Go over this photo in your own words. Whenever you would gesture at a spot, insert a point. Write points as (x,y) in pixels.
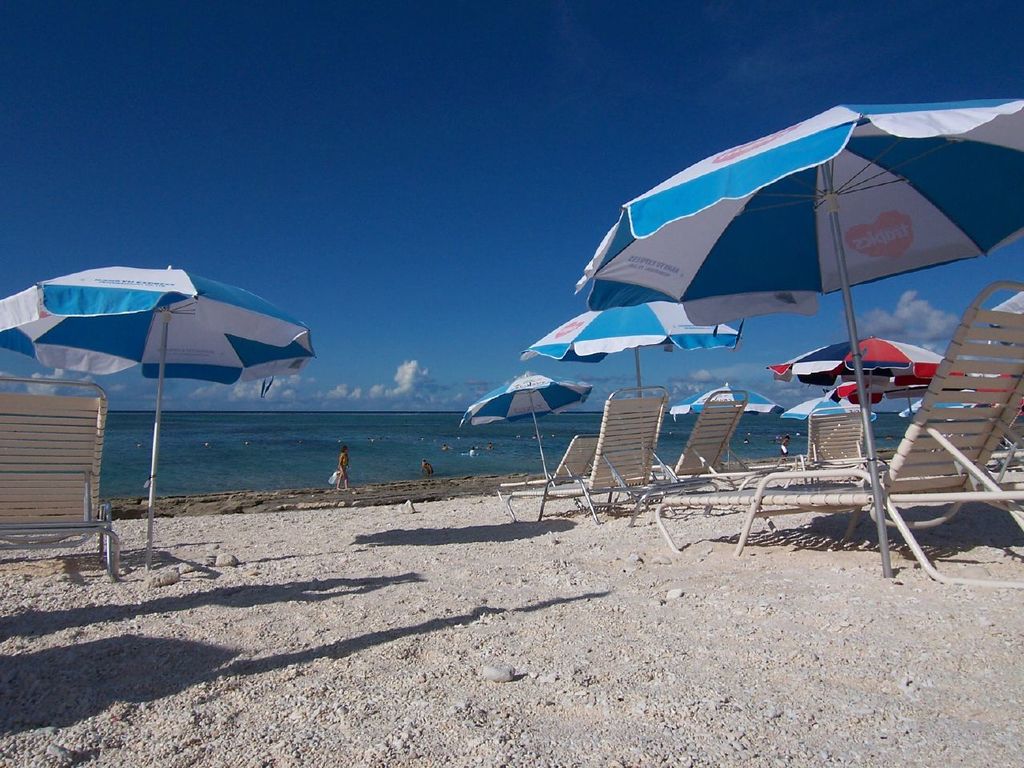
In this picture we can see umbrellas (826,352) and benches (14,459) in the front (30,444), at the bottom (446,660) there are some stones (467,696), in the background (392,478) we can see water (392,478), there is the sky (388,263) at the top of the picture (352,111), we can see a person (348,473) is standing in the middle (345,466).
